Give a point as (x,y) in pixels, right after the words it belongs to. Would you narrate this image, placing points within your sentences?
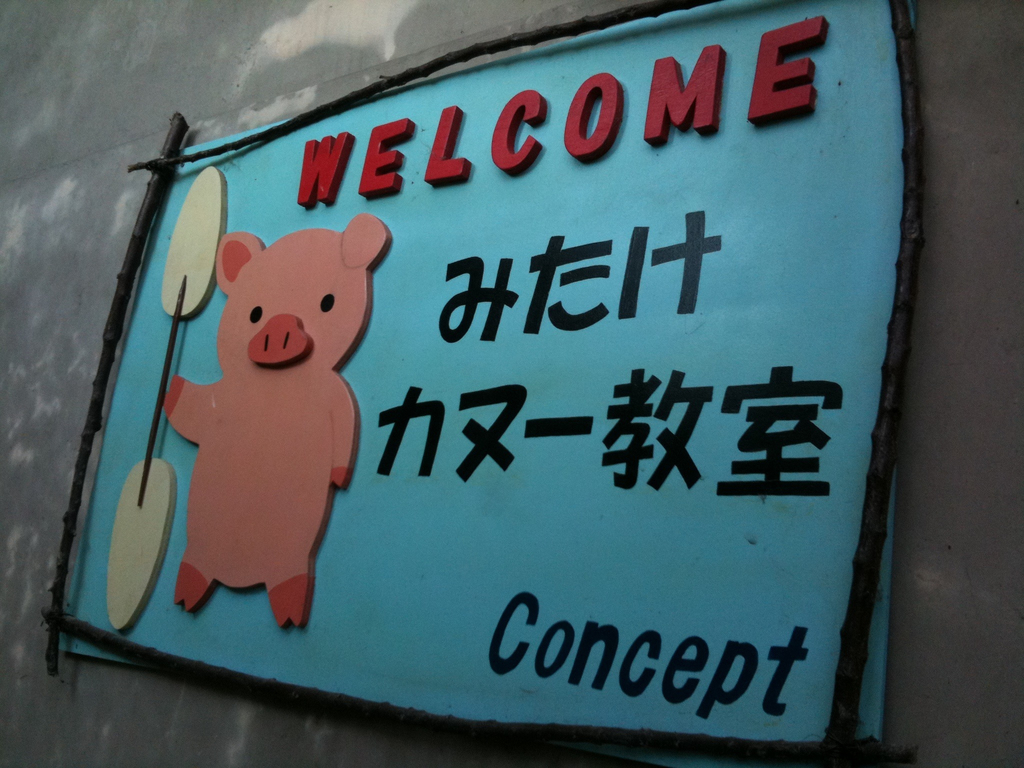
In the image we can see there is a cement wall (15,391) on which there is a banner (457,361) and its written ¨Welcome¨ and ¨Concept¨ on it. There is a pig (269,459) standing in the banner (137,391) and holding a paddle (159,410) in his hand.
